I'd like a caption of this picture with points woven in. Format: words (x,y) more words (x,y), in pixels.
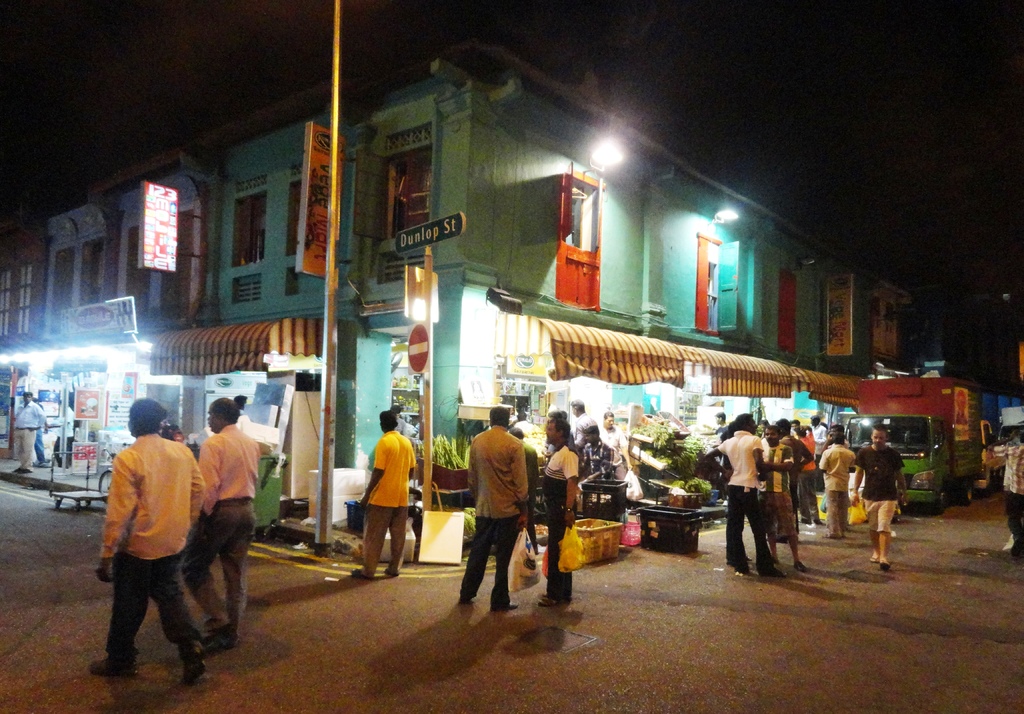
In the image there is a building (437,178), under the building (345,374) there are some stores (496,338), in front of the stores (410,396) there is a caution board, a pole (432,299) and many other people (843,448). On the right side (924,402) there is a vehicle (945,433).
